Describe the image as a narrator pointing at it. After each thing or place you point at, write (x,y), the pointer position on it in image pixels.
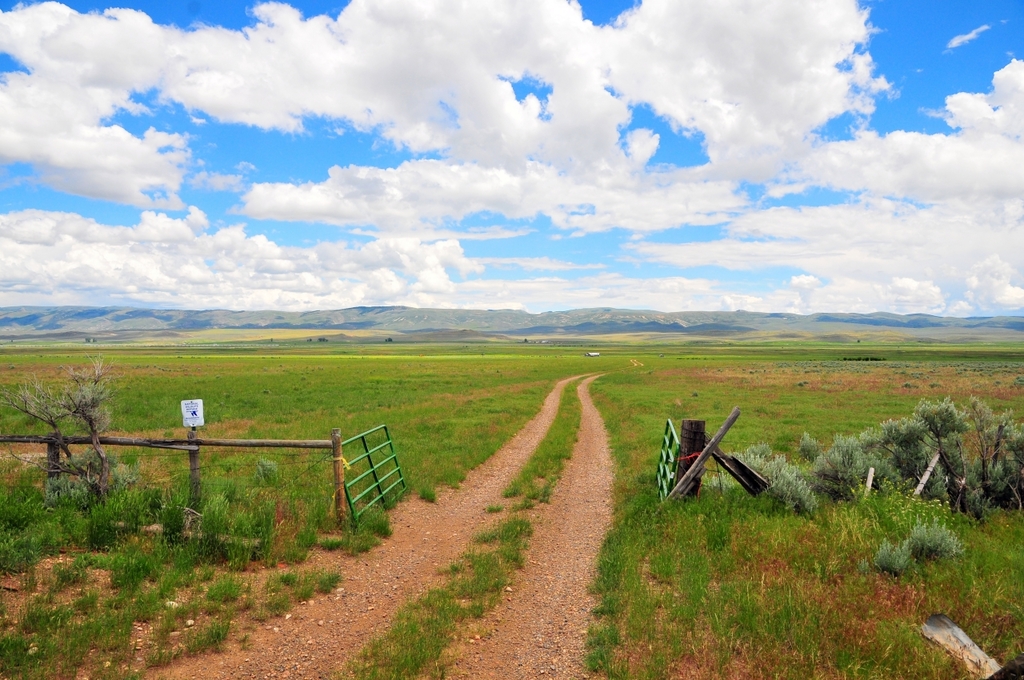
In this image there is fencing (198,468), gate (385,471) and fields (378,413), in the background (44,330) there is mountain (724,318) and the sky (416,174).
